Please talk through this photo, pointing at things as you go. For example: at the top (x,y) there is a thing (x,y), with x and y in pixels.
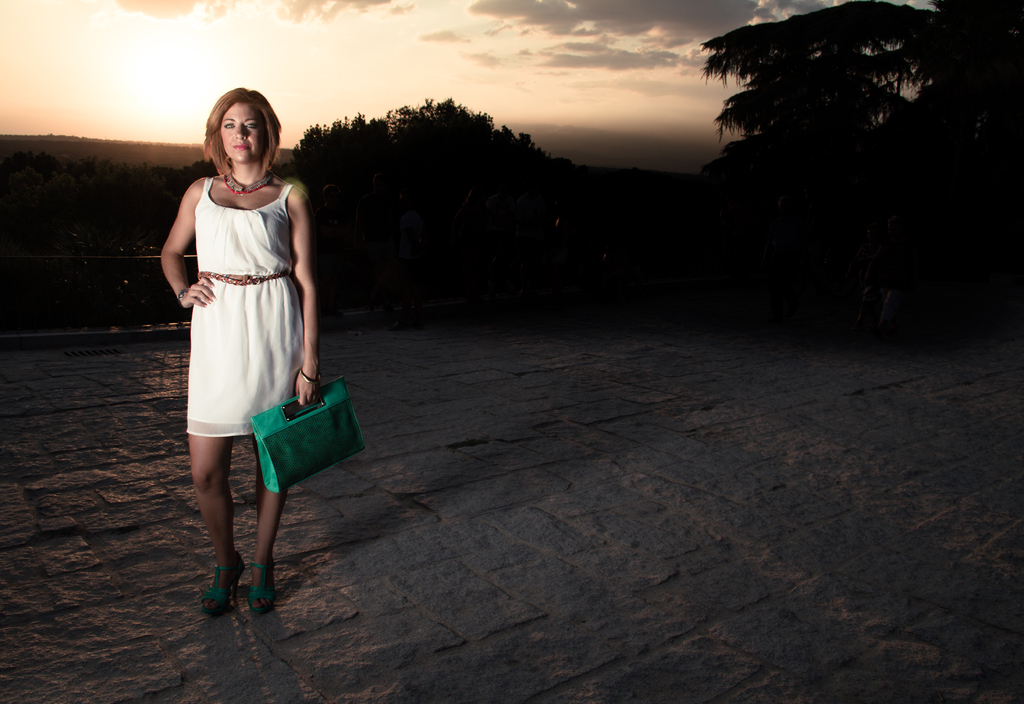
It is an open area (368,401), a woman (259,297) wearing white color dress (266,214) and red and metal necklace (237,190) is standing, she is holding a green color bag (289,481), she is wearing green color heels (237,586), in the background (32,228) there is a iron rod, trees (129,264) and sky (548,102) that atmosphere looks like it is an evening.
